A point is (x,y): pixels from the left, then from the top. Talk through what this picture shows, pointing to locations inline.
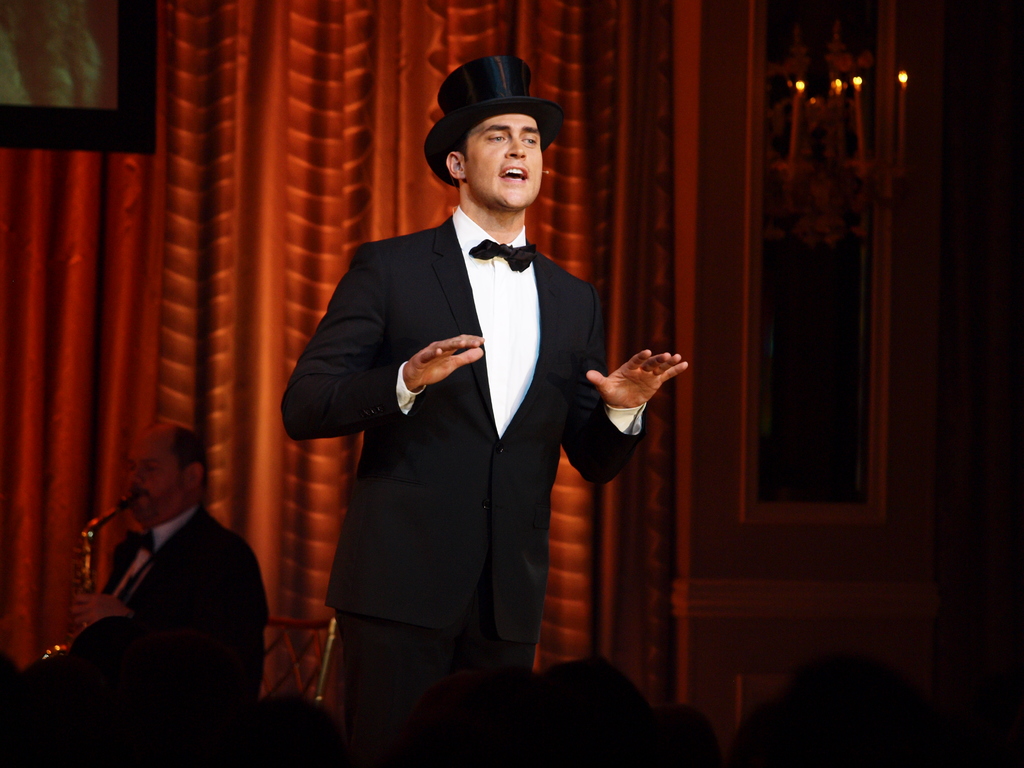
In this image I can see one person (491,484) is standing and wearing white and black color. Back I can see person (161,603) is sitting and holding musical instrument (91,524). Background is in brown color and I can see few candles (899,78) and the wall (901,380).
